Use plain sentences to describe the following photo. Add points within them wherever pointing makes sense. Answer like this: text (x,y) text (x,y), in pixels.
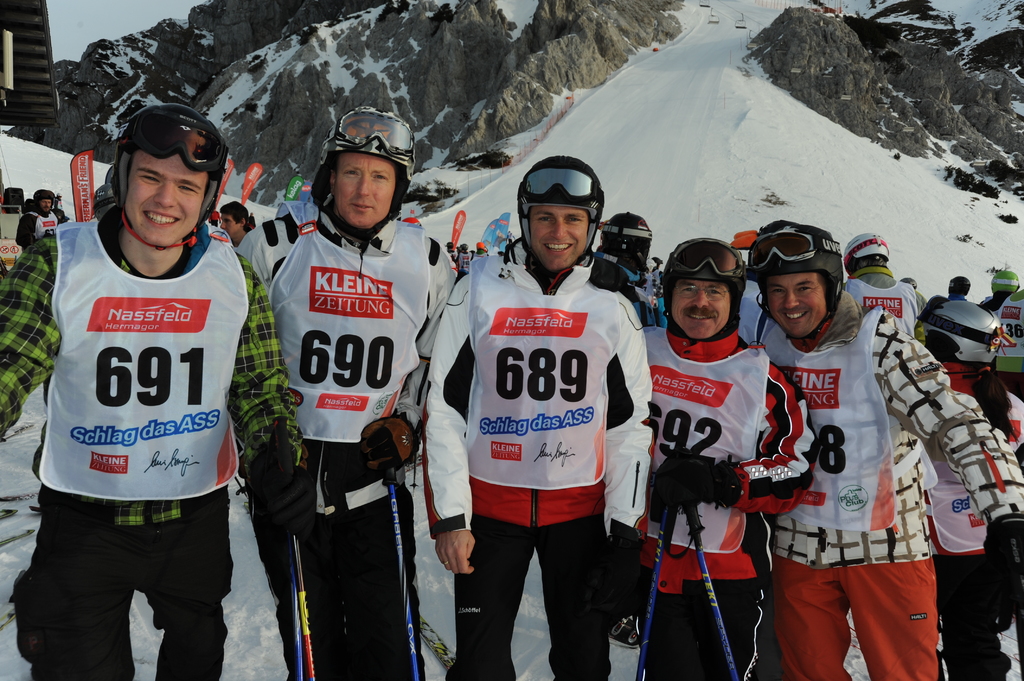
In this image there are group of people (612,414) who are standing on the snow (247,585) and posing for the picture. The group of people (416,342) are wearing the helmets (526,209) and spectacles (784,246) and holding the sticks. In the background (659,108) there is a snow mountain (670,116) and there are so many people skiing in the snow (667,202).
